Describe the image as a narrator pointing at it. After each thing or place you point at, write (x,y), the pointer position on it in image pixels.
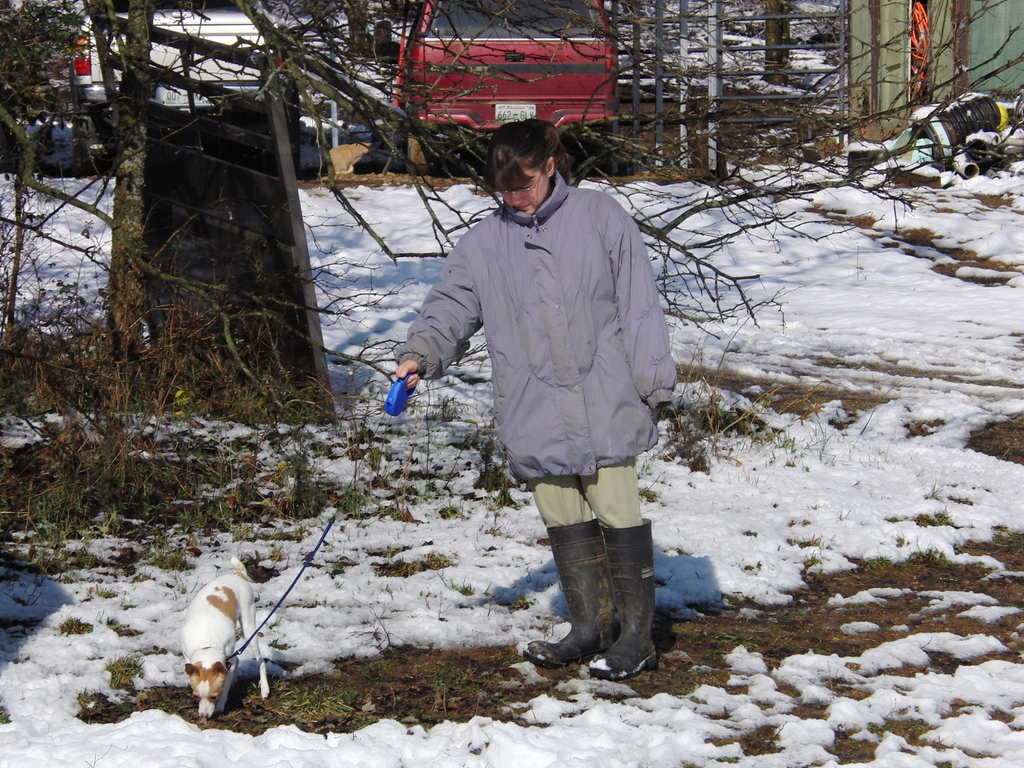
In this image there is a woman (581,311) standing in the snow (539,578) by holding the dog (219,647) with the belt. The woman (558,362) is wearing the coat (524,391) and boots (638,552). In the background (514,59) there are cars (491,57) parked on the road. At the bottom (100,641) there is snow (166,427) and some dry sticks (117,392). On the left side (62,53) top there are trees (302,72). On the right side (712,42) top there is a fence (772,26). Beside the fence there are poles (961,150).
